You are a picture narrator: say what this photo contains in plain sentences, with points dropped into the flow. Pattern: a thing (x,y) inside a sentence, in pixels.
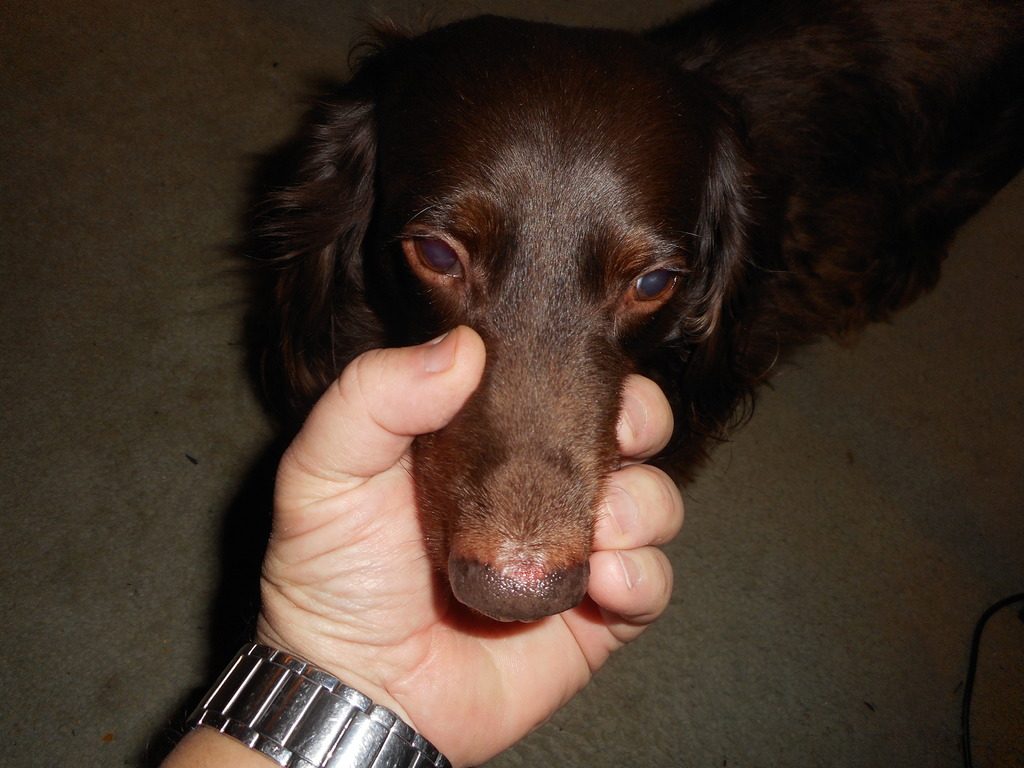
As we can see in the image there is a human hand (327,579), watch (315,678) and a brown color dog (646,214).
